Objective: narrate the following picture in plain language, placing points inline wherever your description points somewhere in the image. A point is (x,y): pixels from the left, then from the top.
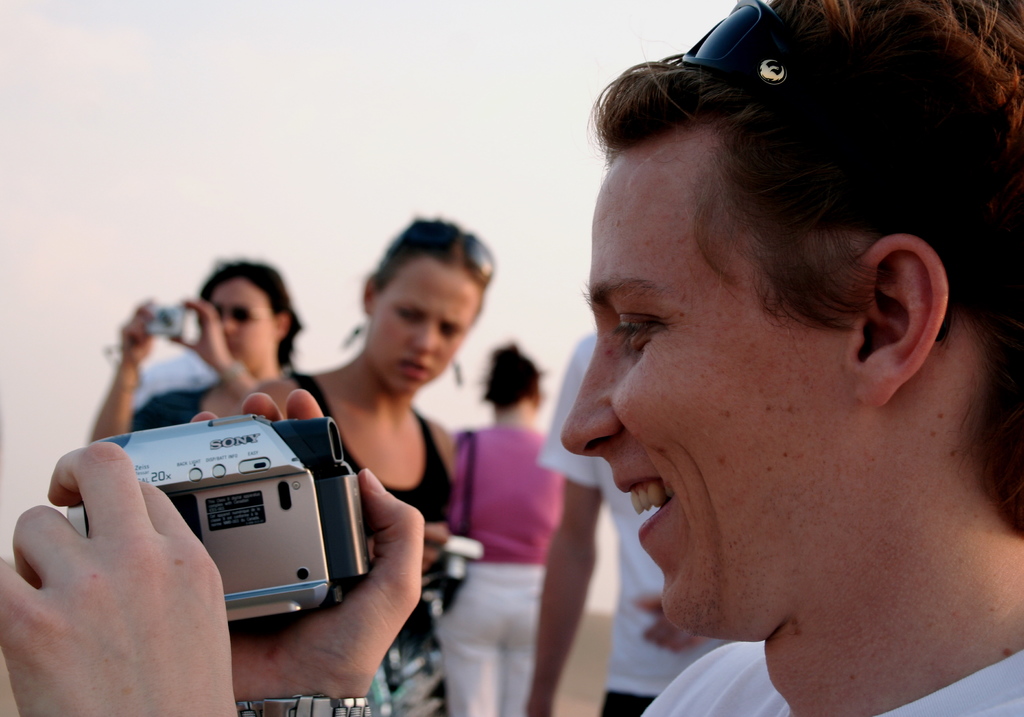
In this picture we can see man (565,428) holding camera (146,458) in his hand (398,569) and smiling and in background (234,302) we can see some more persons (284,324) holding cameras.
